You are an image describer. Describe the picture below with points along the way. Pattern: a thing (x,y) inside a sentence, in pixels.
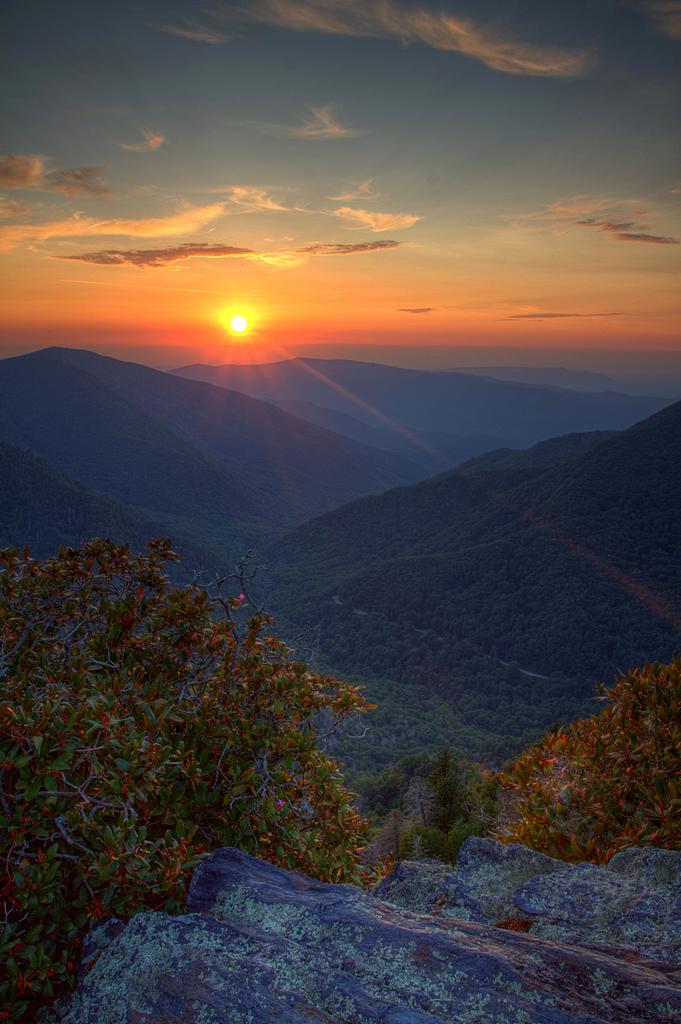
At the bottom of the image (374,925) there is rock (504,909). Behind the rock (645,921) there are trees (105,702). Behind the trees (255,693) there are hills (218,428). At the top of the image (429,110) there is sky (298,238) with clouds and sun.
